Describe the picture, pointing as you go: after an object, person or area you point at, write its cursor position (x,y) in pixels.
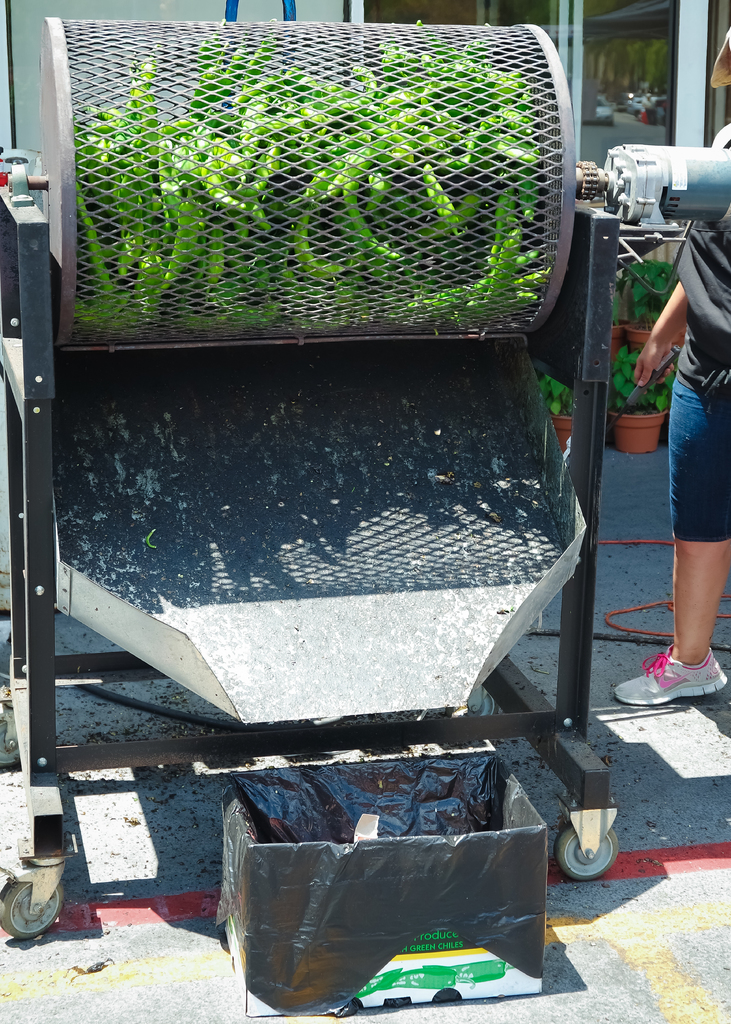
In this picture I can see an equipment (304,442) in front (312,134) in which there are green color things (200,243) and I see a box (256,802) in front of it and on the right side of this image (712,354) I see a person (680,443). In the background (624,326) I see few plants (654,302) in the pots (616,440).
